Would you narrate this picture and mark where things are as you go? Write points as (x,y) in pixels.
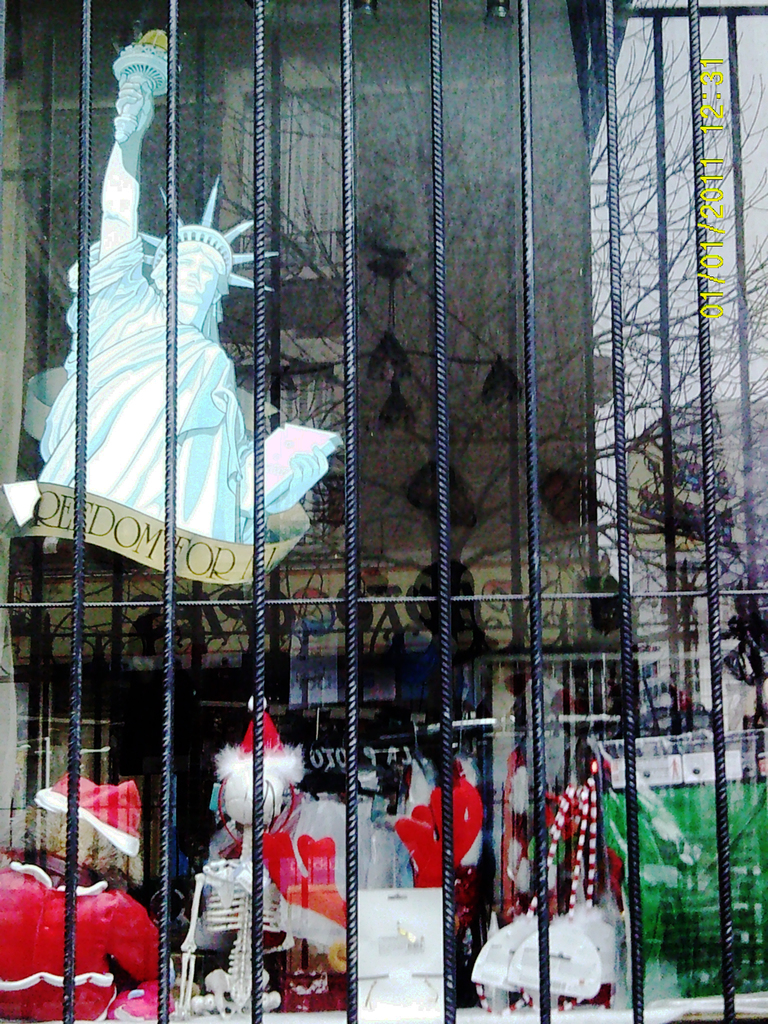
This picture might be taken from outside of the city. In this image, we can see black color grills (638,860). On the left side (134,420), we can see a statue of liberty (154,406) which is in white color. In the background (519,153), there is a building (703,555), trees (641,405). On top (765,20) there is a sky (765,343).
